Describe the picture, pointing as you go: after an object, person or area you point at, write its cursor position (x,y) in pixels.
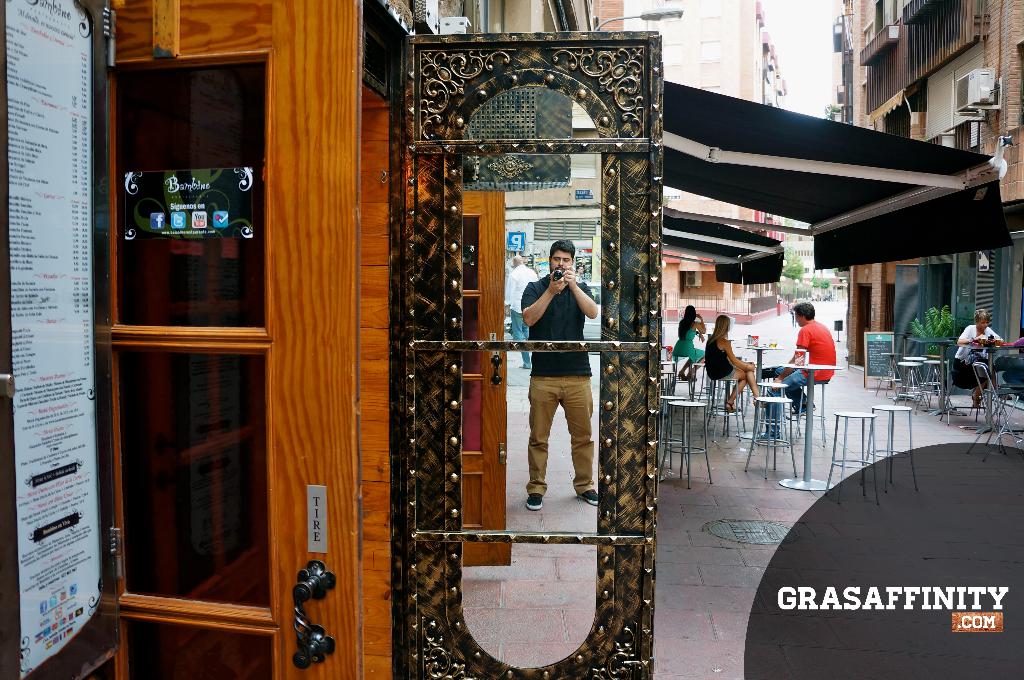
In this picture we can see a door (224,383) and a board (16,88) on the left side (23,315), there is some text (16,130) on this board (16,211), there is a person (574,440) standing and holding a camera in the middle (548,301), on the right side (720,349) there are four persons (827,340) sitting on chairs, in the background (858,346) we can see buildings (972,143) and plants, there is the sky (785,36) at the top of the picture (817,21).
